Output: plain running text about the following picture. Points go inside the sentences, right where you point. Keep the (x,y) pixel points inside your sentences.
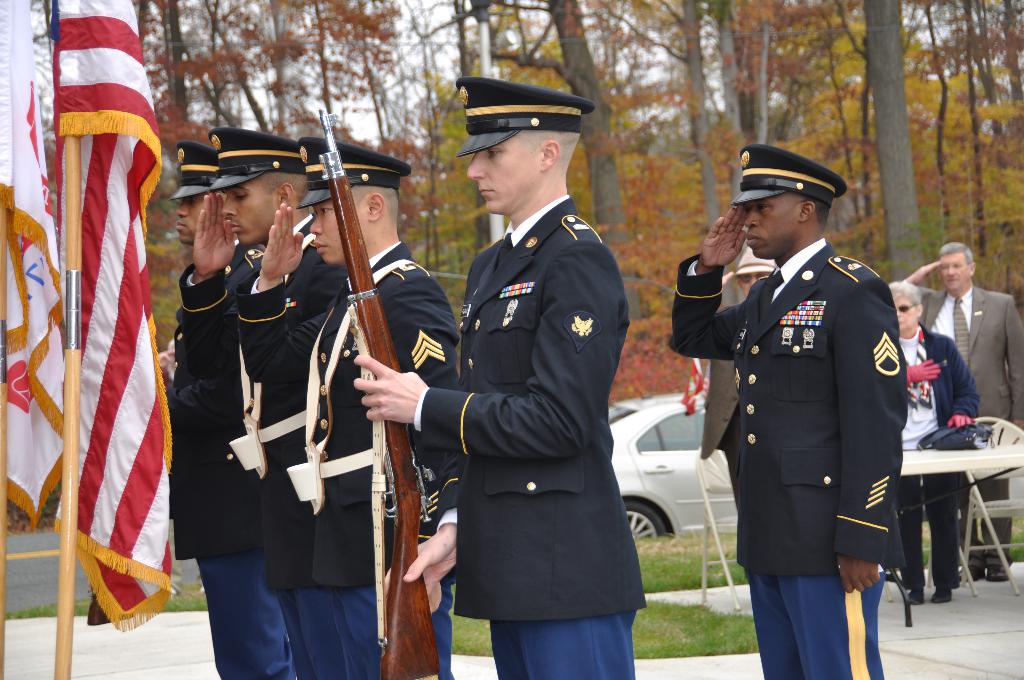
In this image we can see there are persons (628,327) standing and holding a gun (430,520). In front (136,264) there are flags (156,451). At the back (961,437) there is a table (965,462), chair (972,476), and a bag (948,437). And there is a car (612,430) on the road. And there are trees (381,131), grass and a sky (372,113).
